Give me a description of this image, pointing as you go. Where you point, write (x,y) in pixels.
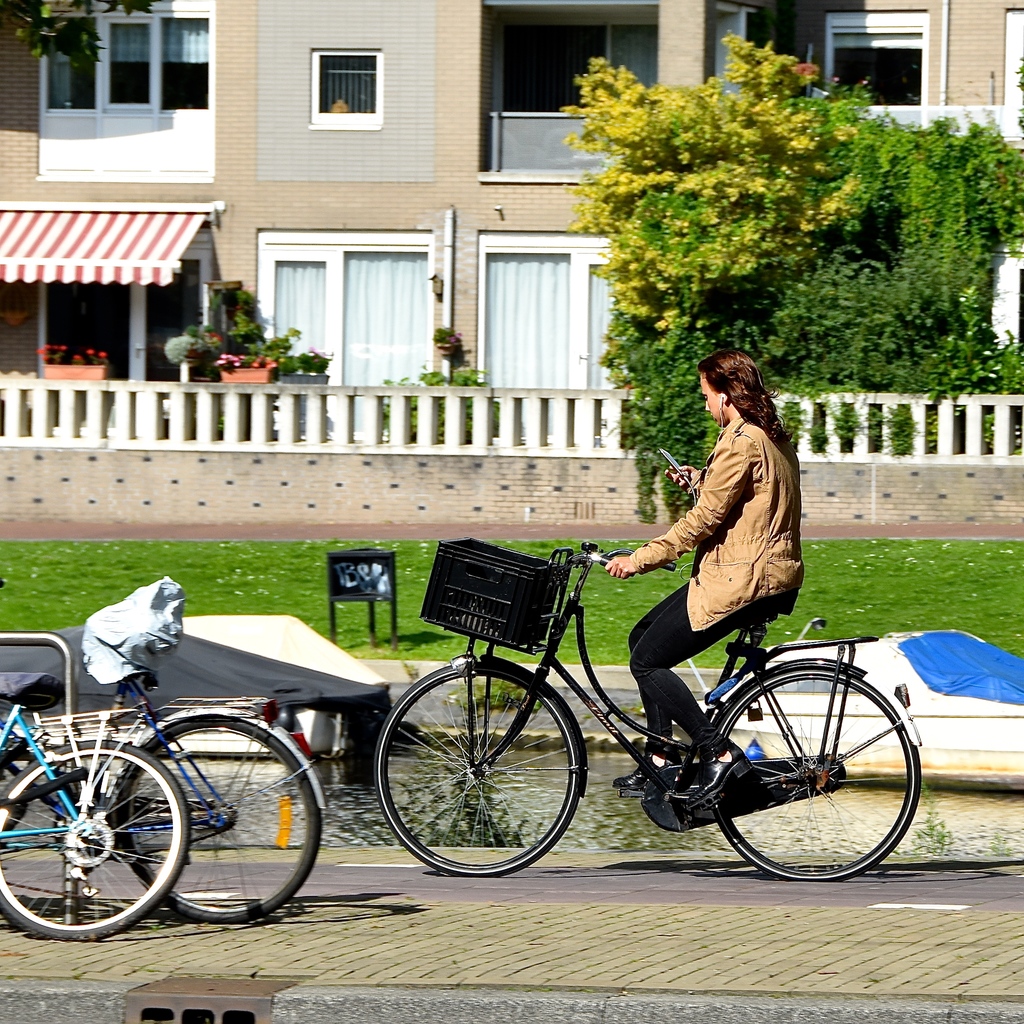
In the middle (506,616) bottom, a person (721,463) is riding a bicycle (474,712) on the road (674,881). In the left bottom (246,887), two bicycles (148,870) are visible, which are parked on the road (229,868). In the background (647,257), there are buildings (434,32) and trees (785,275) visible. In the middle (630,542), a grass (70,577) is visible. The image is taken during day time.
